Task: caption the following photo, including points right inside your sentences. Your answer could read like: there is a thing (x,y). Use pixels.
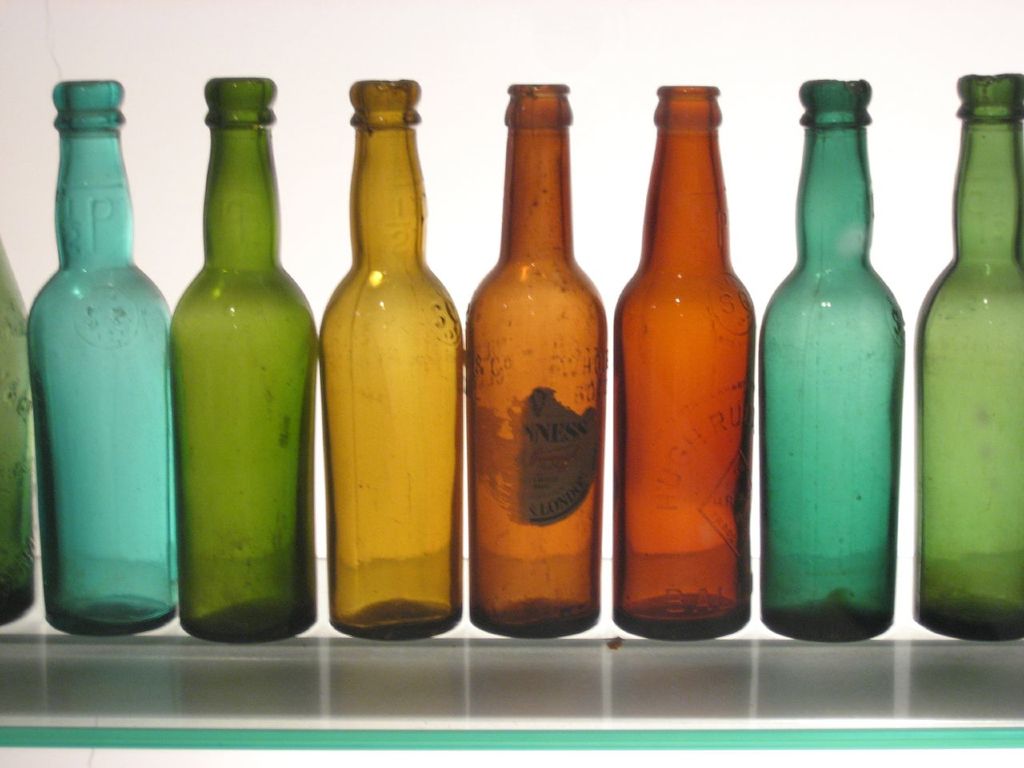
In this image there are eight bottles (557,401) which are different in colour.
